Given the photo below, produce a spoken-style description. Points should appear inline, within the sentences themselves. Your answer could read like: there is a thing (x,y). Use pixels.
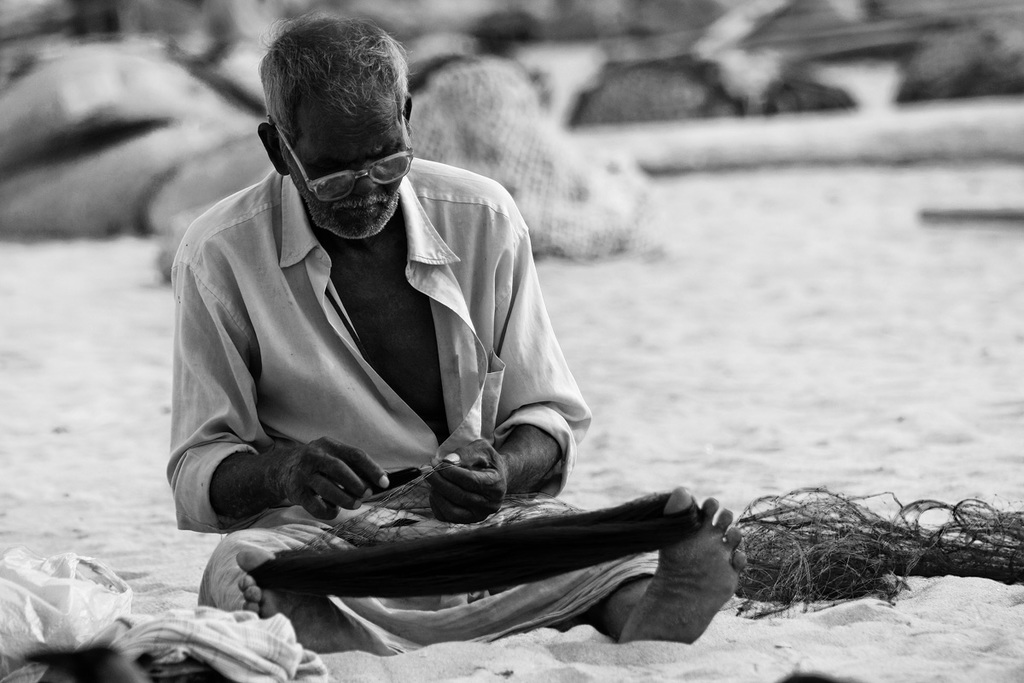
In this picture we can see a man (320,340), he is seated and he wore spectacles (328,173), beside to him we can see few ropes (853,561), and it is a black and white photograph.
